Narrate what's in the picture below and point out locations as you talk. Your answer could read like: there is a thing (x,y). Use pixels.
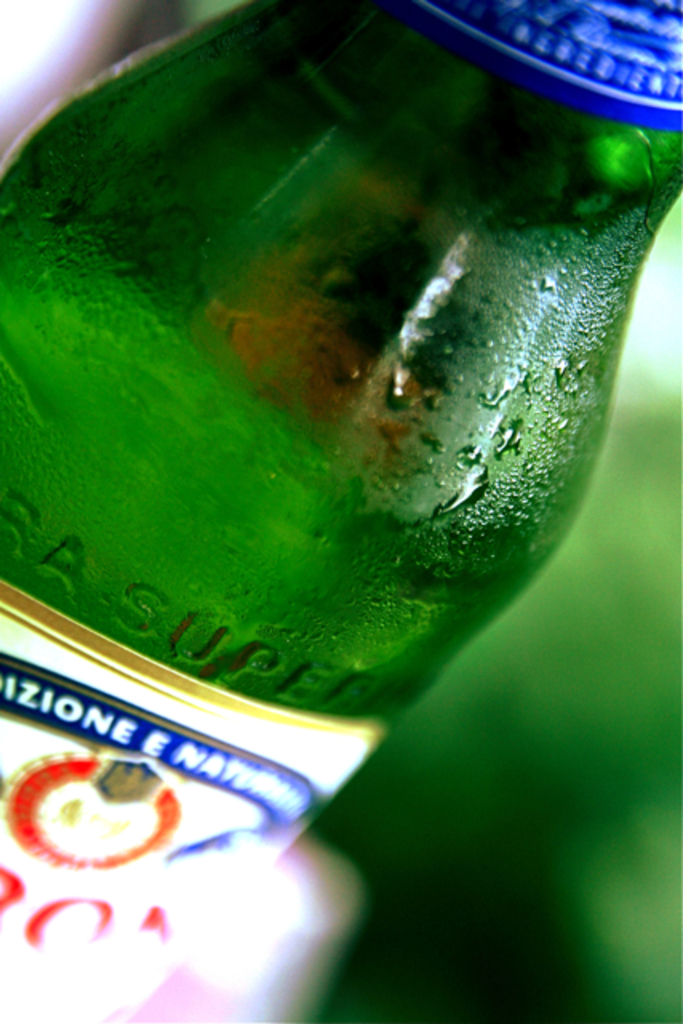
In this image I can see a bottle (274,517).
